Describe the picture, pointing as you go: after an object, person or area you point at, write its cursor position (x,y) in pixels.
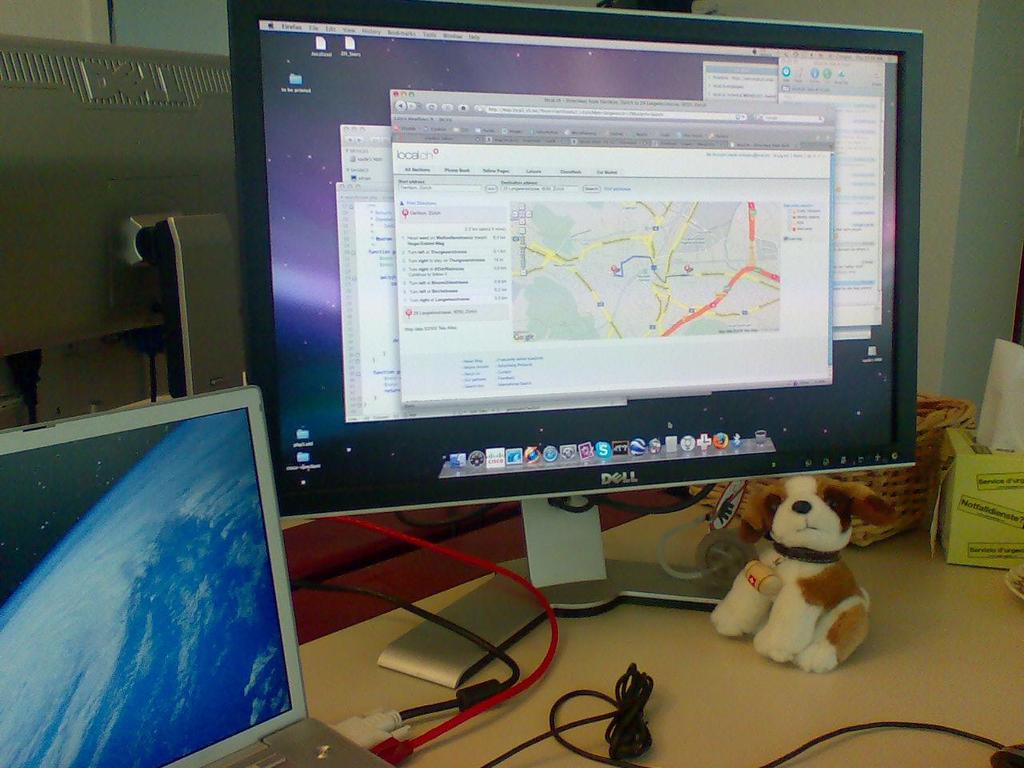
In the image we can see there are monitors (591,494) and a laptop (90,751) kept on the table (952,697). There is a toy of a dog (825,568) and there are wires (595,715) kept on the table (830,688). Behind there is a basket (935,477) and there is a box (998,492) kept on the table (958,637).
